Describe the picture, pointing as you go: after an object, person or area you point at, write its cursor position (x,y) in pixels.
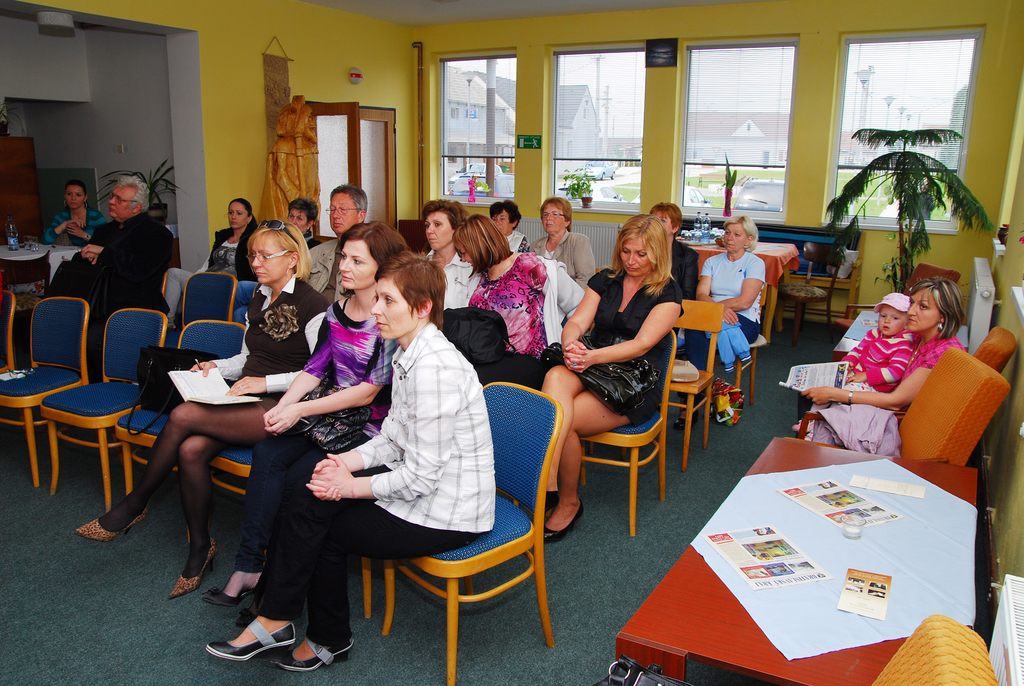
In this image there are group of people (551,492) sitting on the chair (538,484). On the chair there is a bag (167,357). On the table (831,605) there is a chart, newspaper (788,571). At the back side (767,107) we can see a window (728,128) and a building (728,128).
